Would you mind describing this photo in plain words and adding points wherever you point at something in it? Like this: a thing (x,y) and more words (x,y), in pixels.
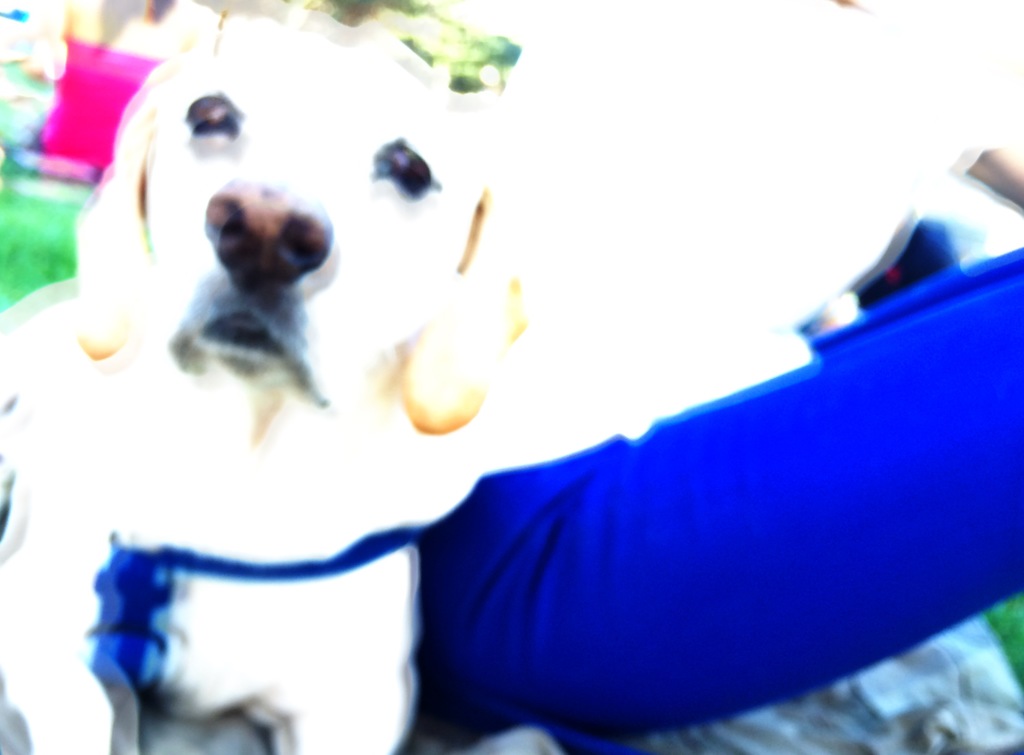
In this image there is a dog (478,348). At the left of the image (53,219) there is grass (40,231) on the surface (39,227).
